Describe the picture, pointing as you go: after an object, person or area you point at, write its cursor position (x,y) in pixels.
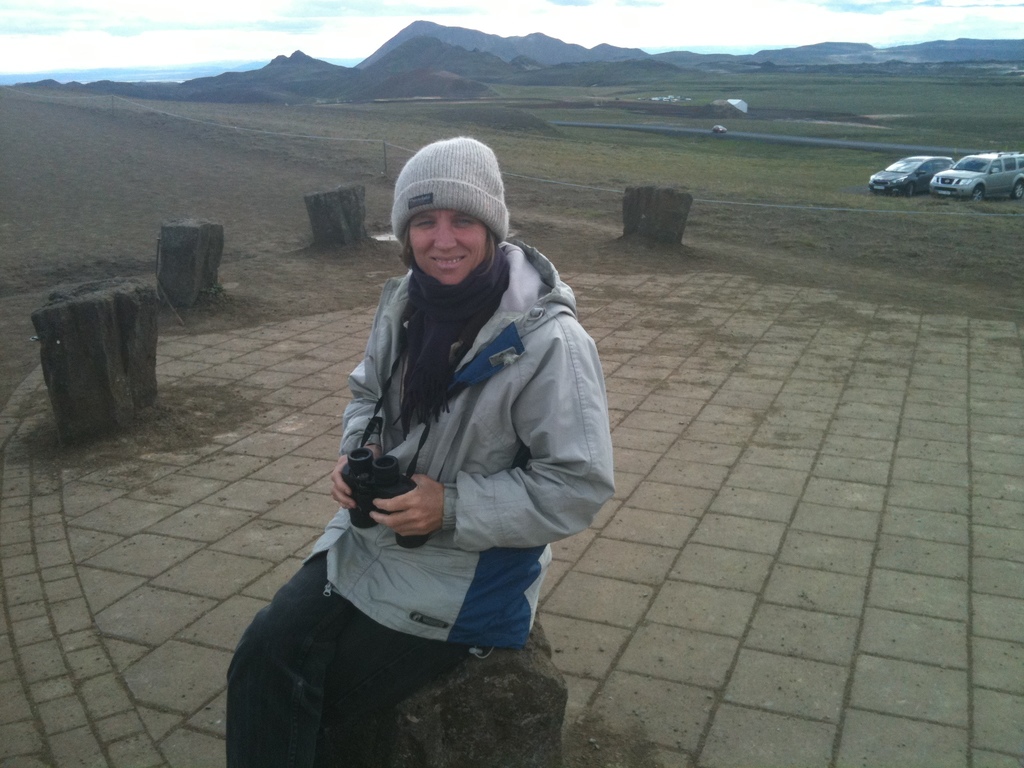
In this image there is the sky (657,11) towards the top of the image (306,27), there are clouds (485,21) in the sky (702,25), there are mountains (545,64), there is grass (493,100), there is a fencing (767,203), there are vehicles (962,178) towards the right of the image (994,168), there is a woman (354,651) sitting on the stone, she is wearing a cap (437,182).
